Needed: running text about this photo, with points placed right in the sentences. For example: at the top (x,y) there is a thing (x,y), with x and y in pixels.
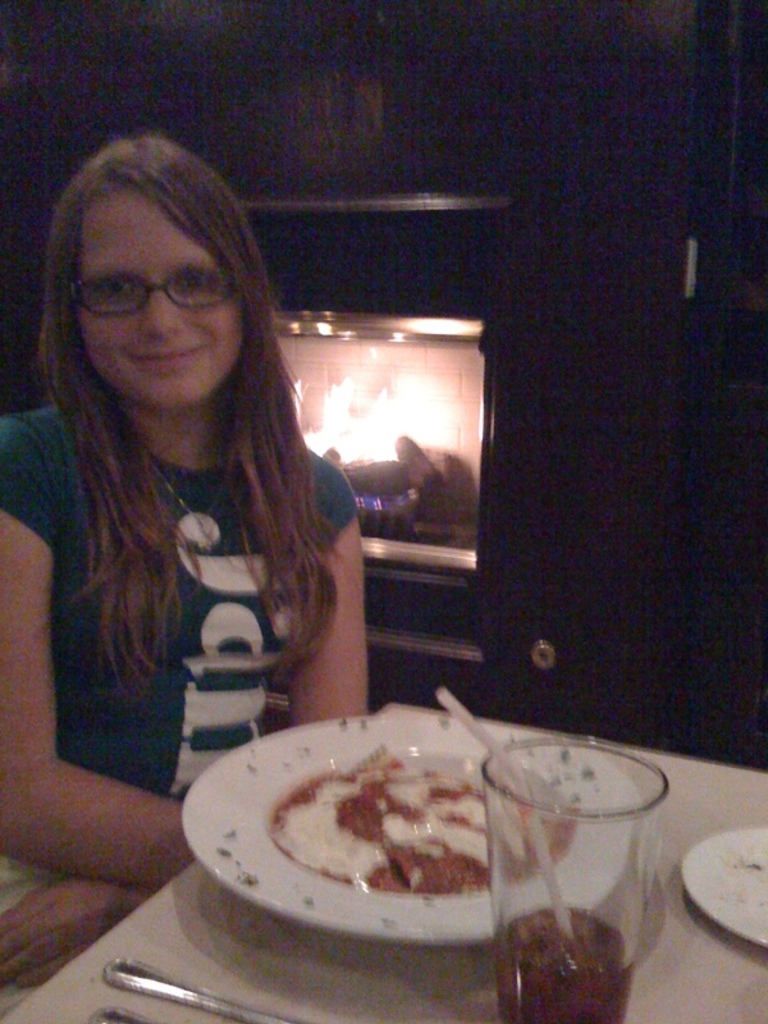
This image consists of a girl (12,501) wearing a green T-shirt (103,655) is sitting near the table (196,941). In the front (509,921), there is a table (353,961) on which there are plates (735,885) and a glass (519,927). In the background (429,280), we can see a fireplace (449,434).
